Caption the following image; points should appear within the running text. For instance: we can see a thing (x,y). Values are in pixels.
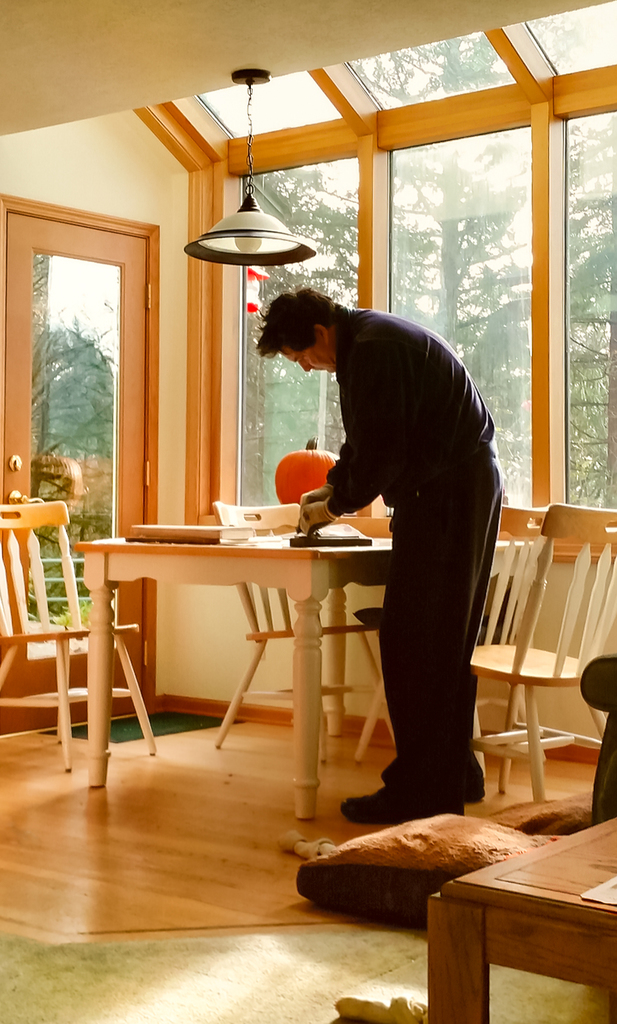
In the middle of the image (405,361) a man (423,393) is standing and holding something (331,531) in his hands (330,499). Bottom right side of the image (611,960) there is a chair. In the middle of the image (274,568) there is a table (387,543) on the table (244,574) there are some products (245,538) and there is a book (154,534). Surrounding the table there are some chairs (532,577). Top left side of the image (50,196) there is a wall (147,200) and door (113,325). Top right side of the image (510,144) there is a glass window (392,193) through the glass window (482,182) we can see some trees (301,275). In the middle of the image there is a light (249,211).
